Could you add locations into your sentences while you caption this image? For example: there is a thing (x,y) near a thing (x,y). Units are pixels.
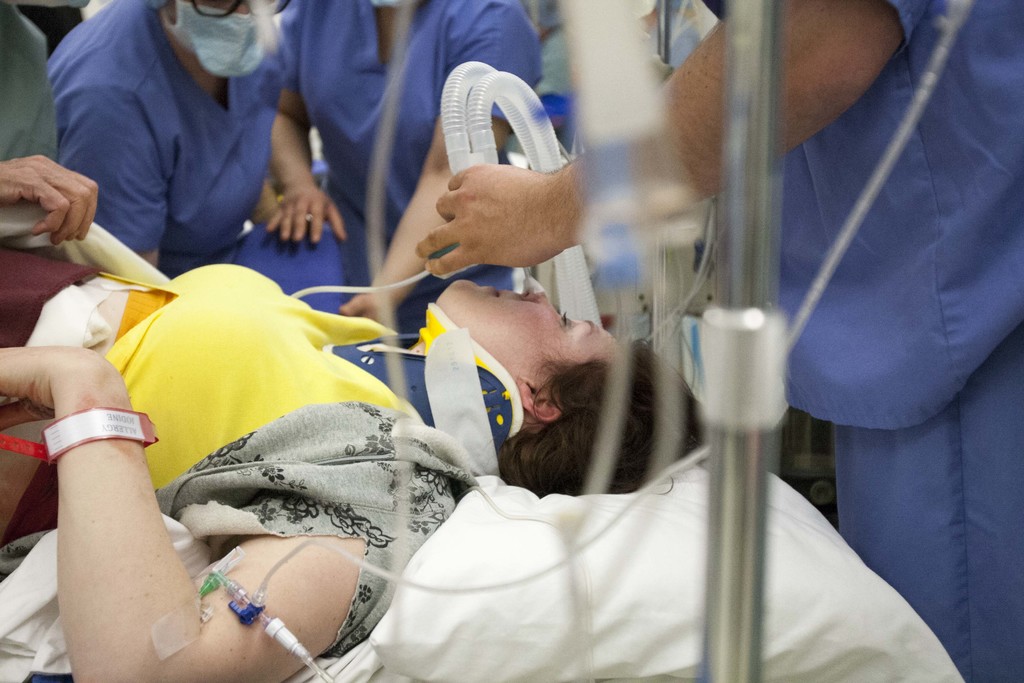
In this picture we can see one woman (494,431) is laying on the bed (437,548) and some doctors (120,199) are giving treatment.
